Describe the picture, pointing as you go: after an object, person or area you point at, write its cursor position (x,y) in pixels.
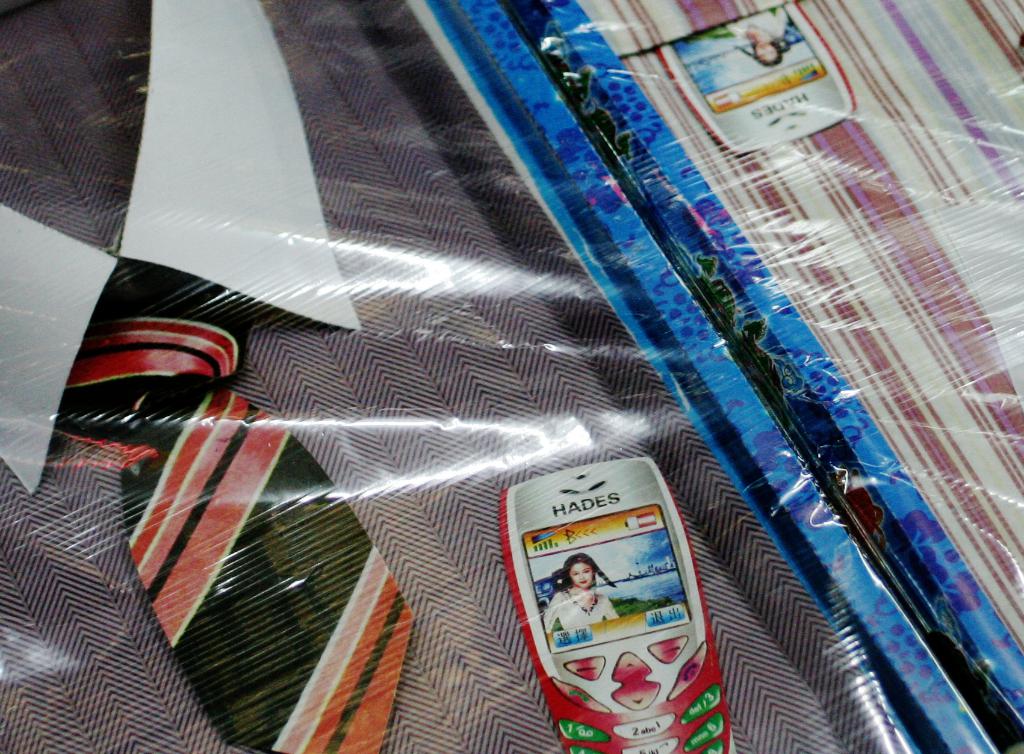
Here I can see a t-shirt (422,375) and a cloth (834,184) are packed with a cover (360,408). On these covers (696,234) there are two stickers (745,123).
